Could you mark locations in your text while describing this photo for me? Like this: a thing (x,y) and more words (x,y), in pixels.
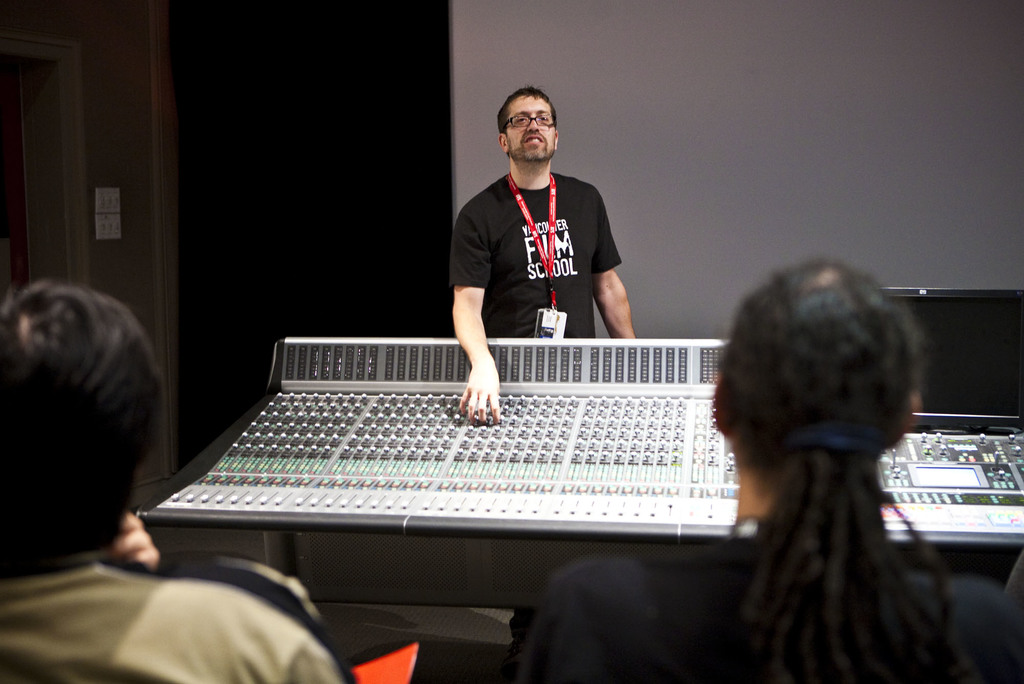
In this image I can see two people (984,581). Back I can see one person (529,183) is standing in front the electronic device (575,391). Background (822,123) is dark and I can see the wall (789,112).
